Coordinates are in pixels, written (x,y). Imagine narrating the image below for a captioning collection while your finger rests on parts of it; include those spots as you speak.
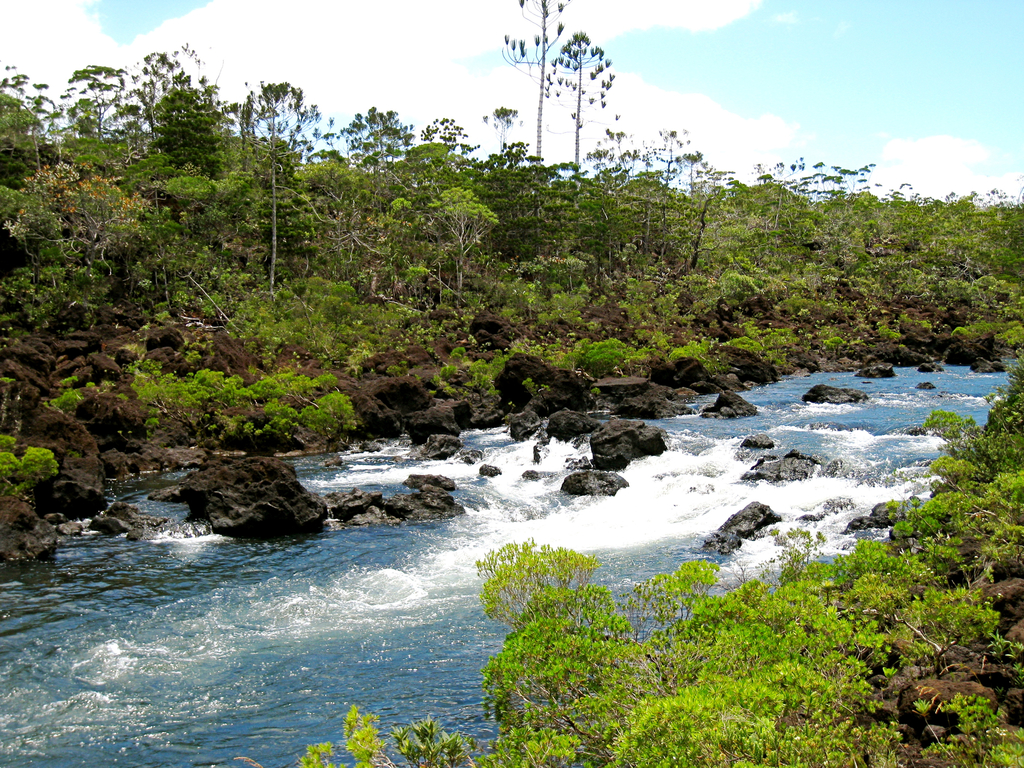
Here in this picture in the middle (675,492) we can see water (888,394) flowing through a place (291,575), as we can see rock stones (260,484) present all over there and on the either sides we can see plants (234,389) and trees (420,242) present all over there and we can also see clouds (588,86) in the sky (630,103).
